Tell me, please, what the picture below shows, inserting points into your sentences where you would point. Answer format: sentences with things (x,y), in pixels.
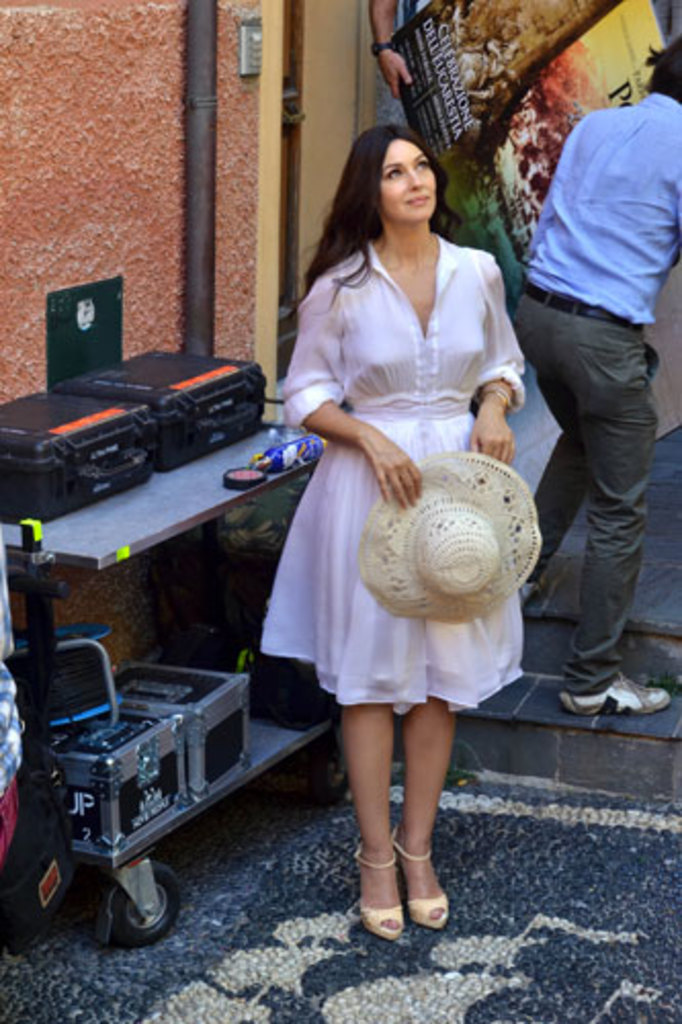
This picture seems to be clicked outside. In the center (423,394) there is a woman (414,322) wearing white color dress (355,385), holding a hat (423,500) and standing on the ground (246,998). The ground (166,954) is covered with the pebbles (552,882). On the left (199,505) we can see a table (207,480) on the top of which suitcases (158,449) and some other items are placed. On the left corner (49,789) there is a person (2,775) wearing a sling bag (38,830). In the background (143,116) there is a wall (147,45), metal rod (209,70) and we can see the two persons (584,343) holding some object (532,100) and seems to be walking on the ground (478,979) and we can see the text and some pictures (584,41) on the object (571,53).
